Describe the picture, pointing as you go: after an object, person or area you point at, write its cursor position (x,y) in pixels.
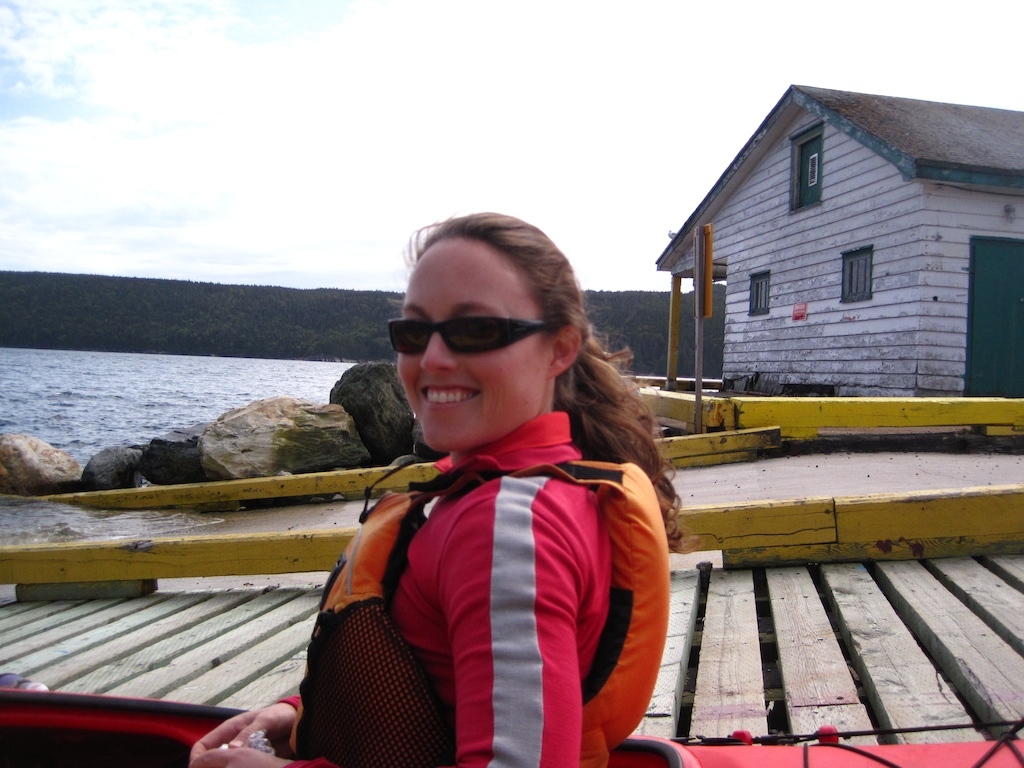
In the foreground of the picture (509,623) there is a woman (410,512) wearing a life jacket (365,645) and spectacles (462,333). In the center of the picture (371,429) there are rocks (210,424), water (55,379), house (857,298) and dock (823,593). In the background (646,303) it is hill (203,313) covered with trees (627,299). Sky (611,156) is cloudy.
